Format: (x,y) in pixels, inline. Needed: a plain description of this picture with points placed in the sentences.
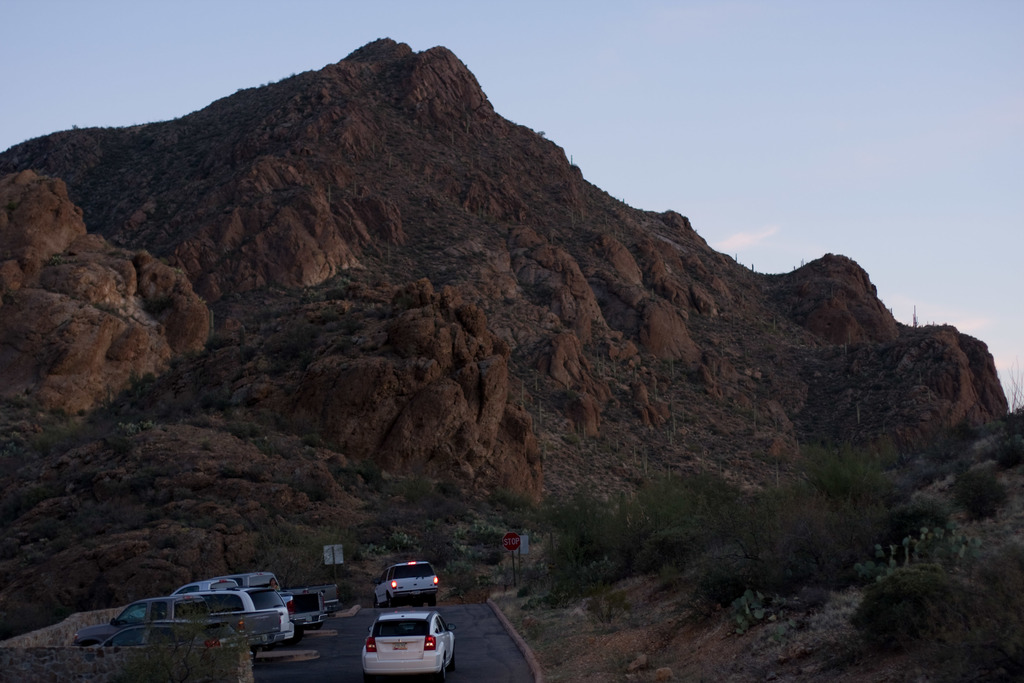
In this image we can see vehicles (441,648) on the road (500,643). There are plants (831,558), poles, boards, wall (237,653), and mountain (587,350). In the background (792,220) there is sky (623,106).
